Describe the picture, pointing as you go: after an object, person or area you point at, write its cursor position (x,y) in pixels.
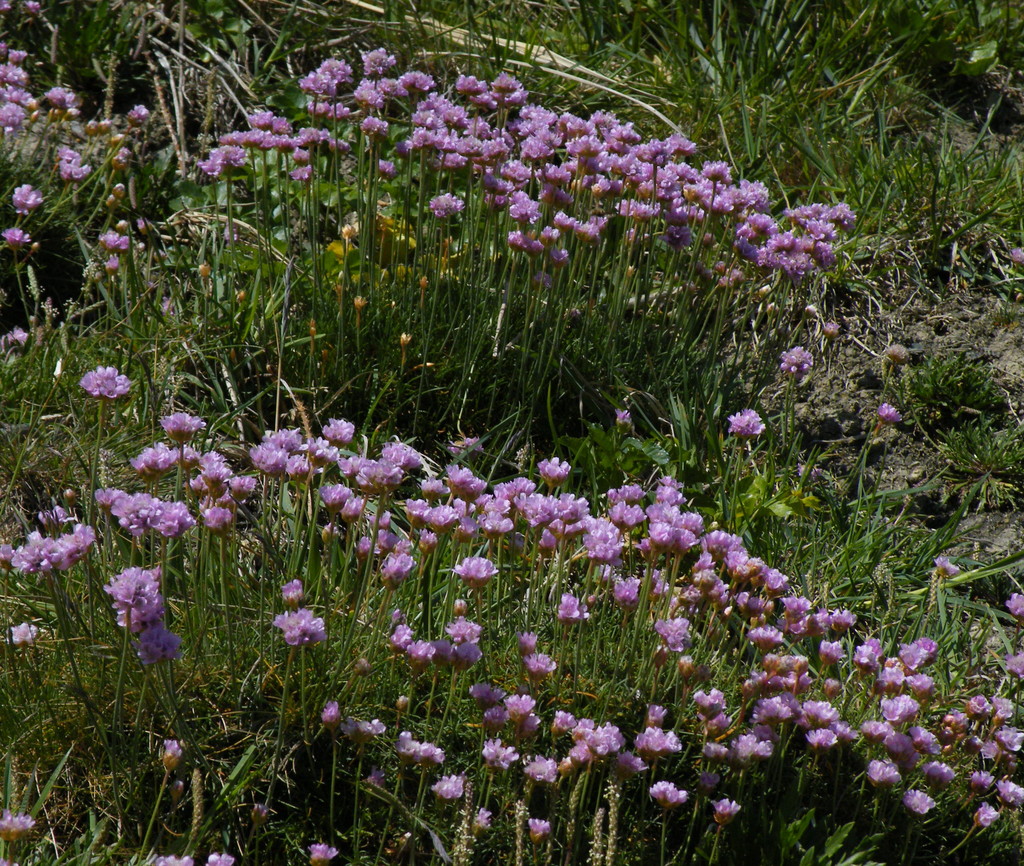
In this picture there are flower plants (311,349) in the image.
